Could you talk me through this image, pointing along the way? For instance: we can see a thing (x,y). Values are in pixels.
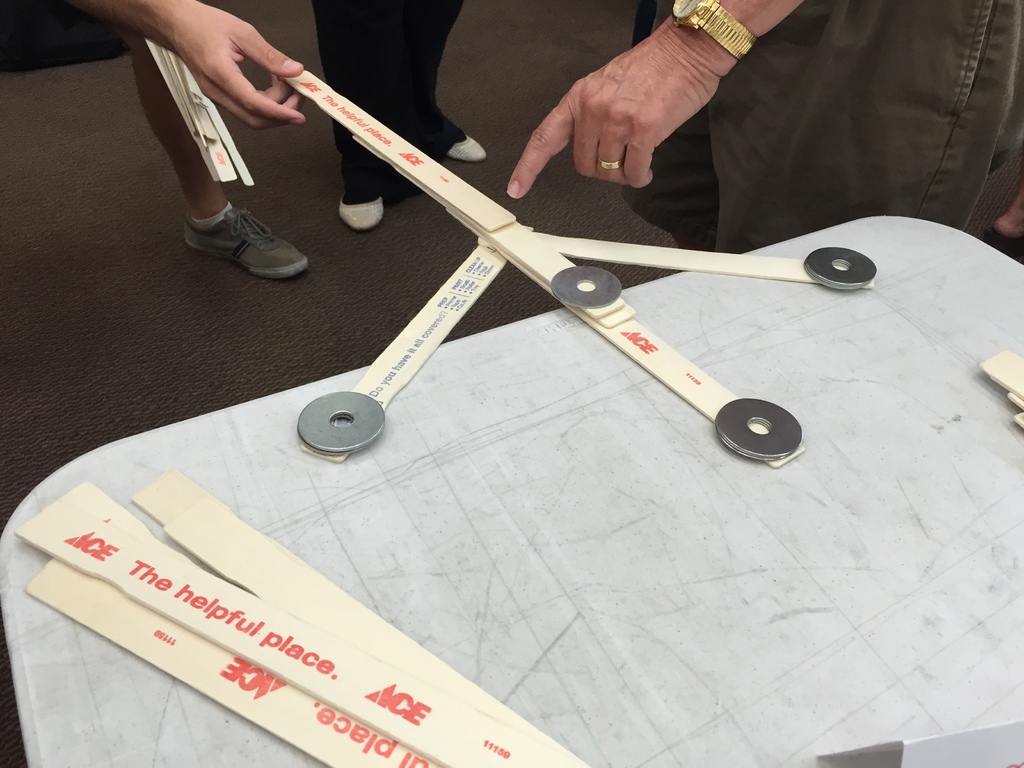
On this white table (722,643) we can see objects (491,219). Here we can see people legs (887,27). A person (712,124) wore ring (617,166) and wrist watch (693,3).
